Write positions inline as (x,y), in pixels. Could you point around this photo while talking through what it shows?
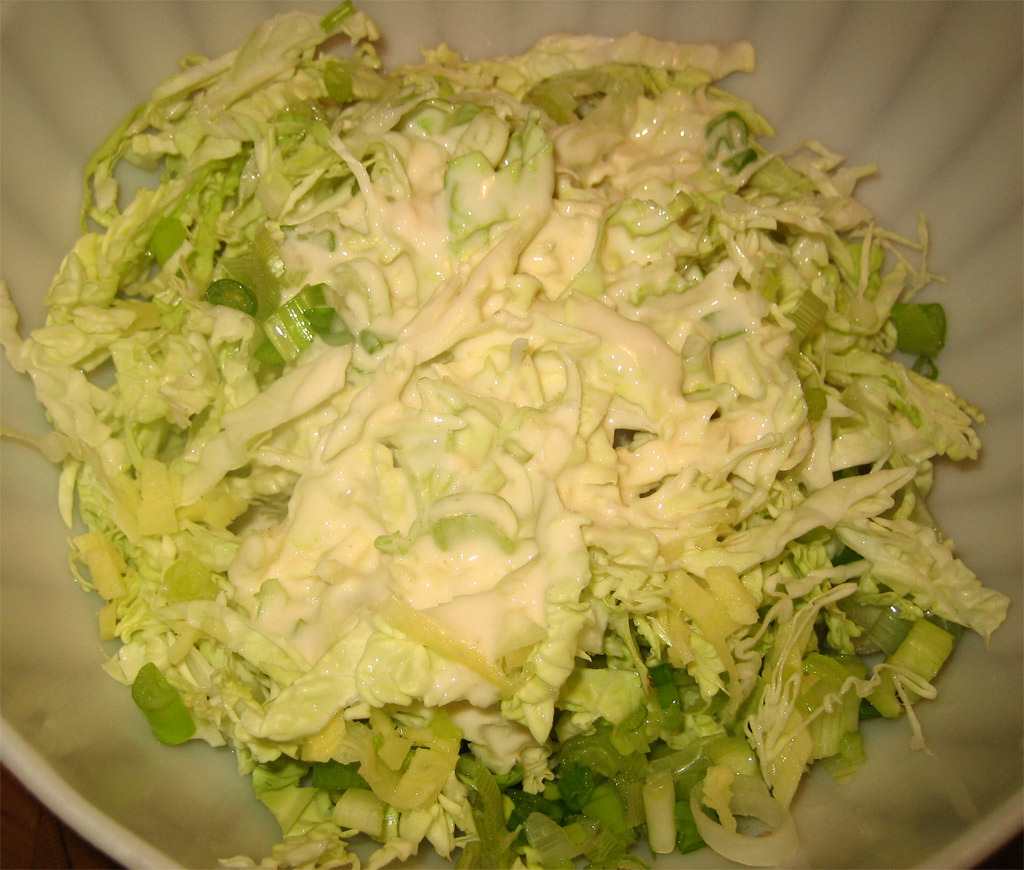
In this image we can see some food (736,356) in a bowl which is placed on the surface (6,818).
